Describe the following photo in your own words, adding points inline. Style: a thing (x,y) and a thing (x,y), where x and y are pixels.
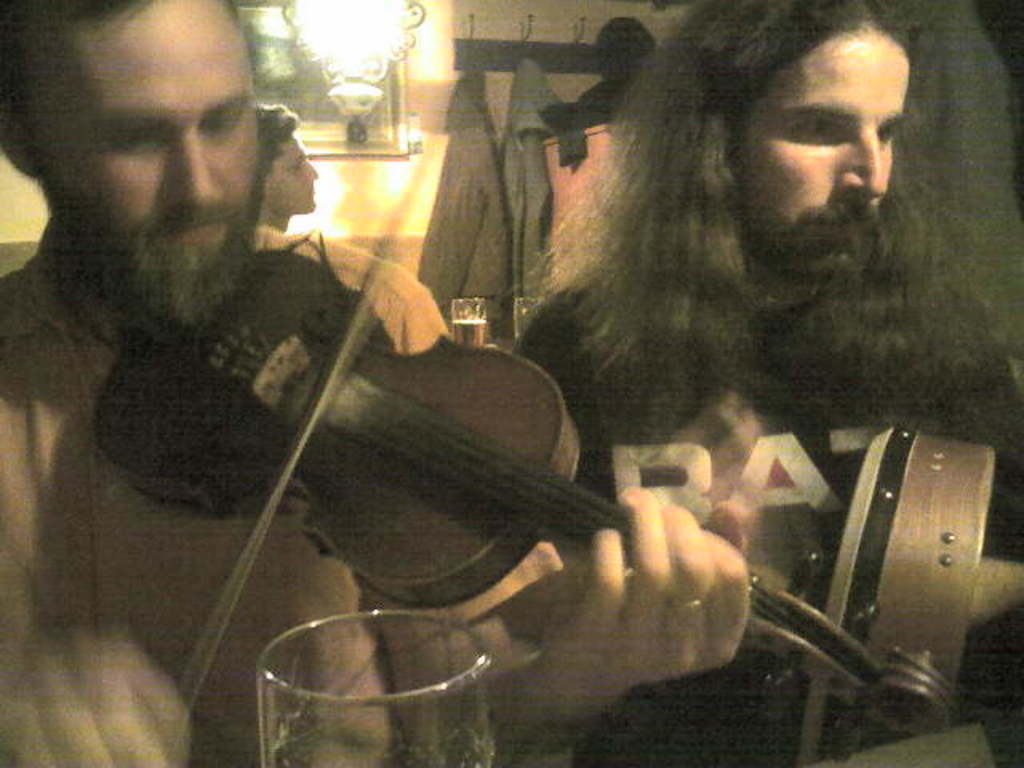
In this image there are three person (319,569). On the left side (252,530) the person (145,539) is playing a violin (343,426). At the background (379,138) the frame (379,151) is attached to the wall (369,182), we can see a glass (404,710).
